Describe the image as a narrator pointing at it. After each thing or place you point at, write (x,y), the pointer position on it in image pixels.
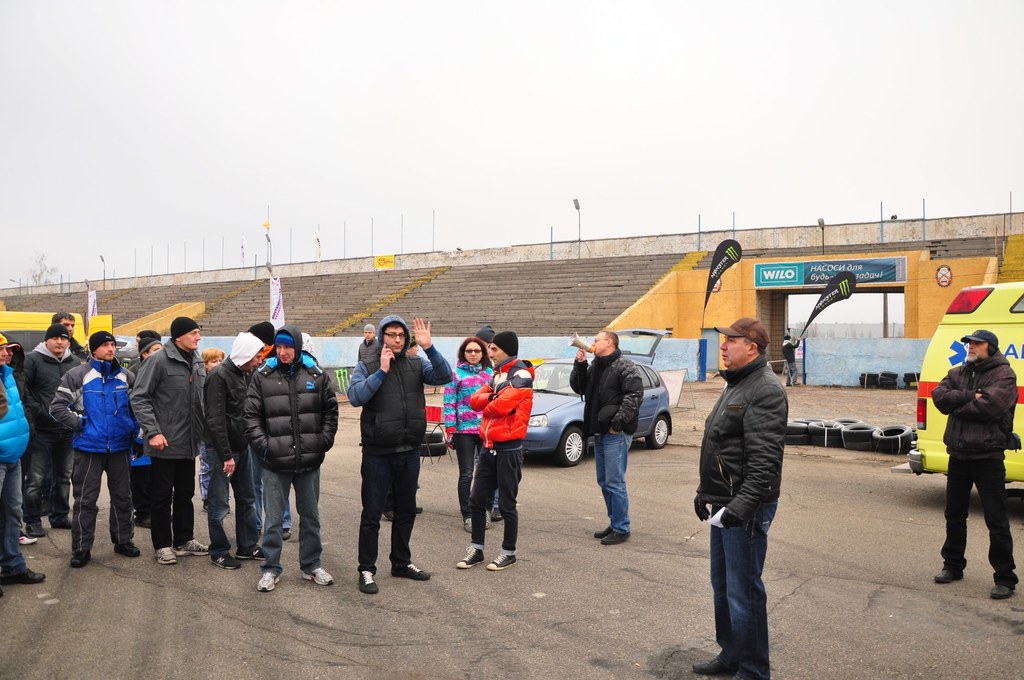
In this image I can see group of people (464,373) standing. There are vehicles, tyres (792,432), boards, poles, lights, stairs (603,282) and in the background (288,168) there is sky (309,190).
